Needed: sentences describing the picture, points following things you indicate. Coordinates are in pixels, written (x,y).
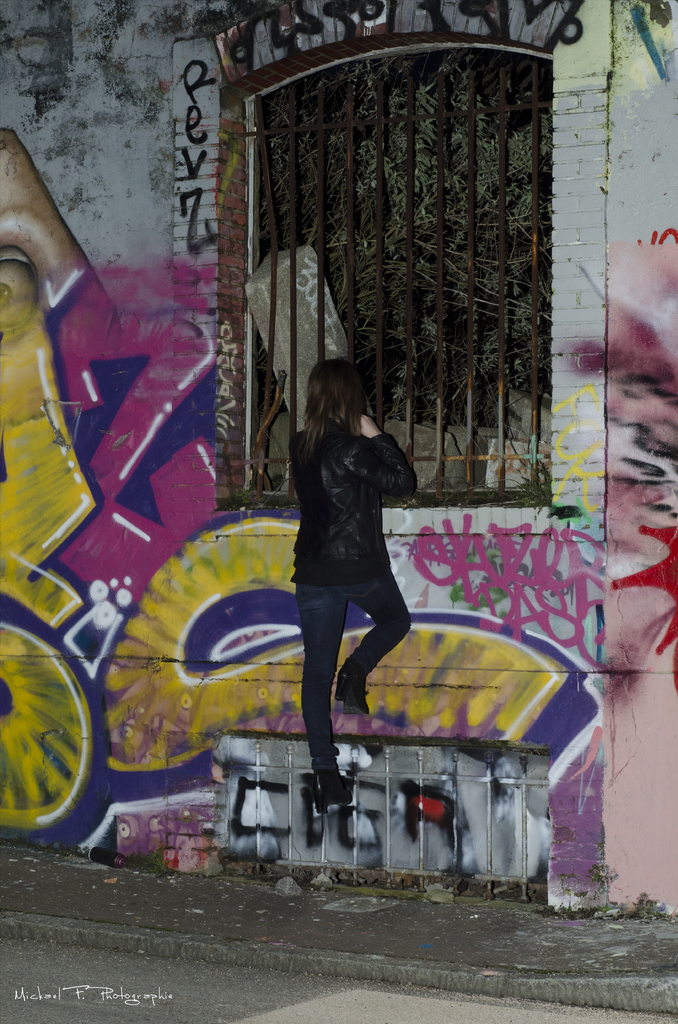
In this image I can see the person (310,632) standing and the person (345,515) is wearing black color dress (315,466). In the background (235,243) I can see the wall (137,237) in multi color, the window (538,178) and I can also see few trees (475,178).
